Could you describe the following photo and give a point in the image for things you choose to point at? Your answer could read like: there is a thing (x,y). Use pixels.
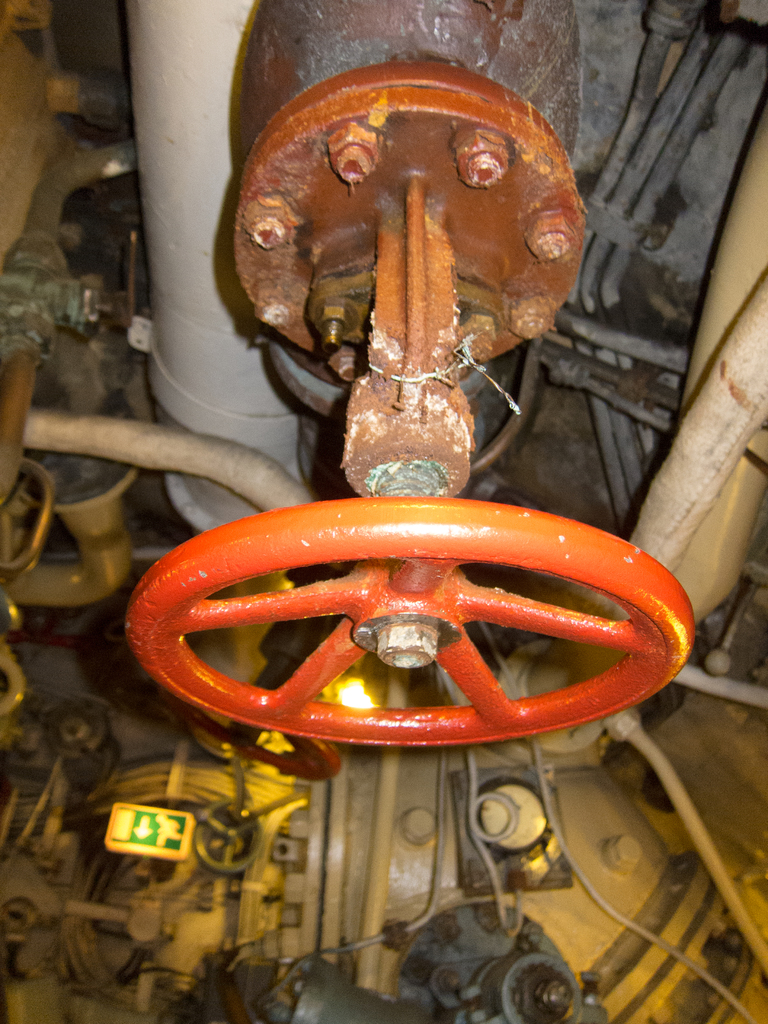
In this image we can see a wheel (480,612), there is a sign board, there are pipes (23,351), nuts (331,368), and other objects (370,448).
